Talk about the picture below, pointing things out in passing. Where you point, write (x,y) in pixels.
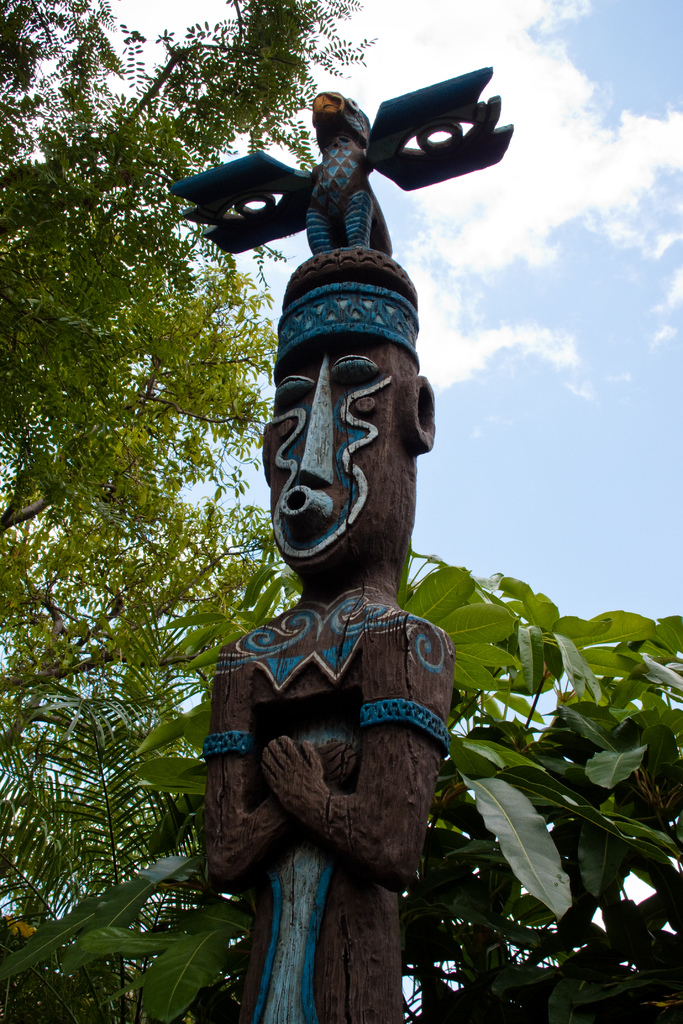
In this image we can see wood carving (431,719) of a statue (400,761). On the backside (284,570) we can see some trees (115,432) and the sky (459,404) which looks cloudy.
